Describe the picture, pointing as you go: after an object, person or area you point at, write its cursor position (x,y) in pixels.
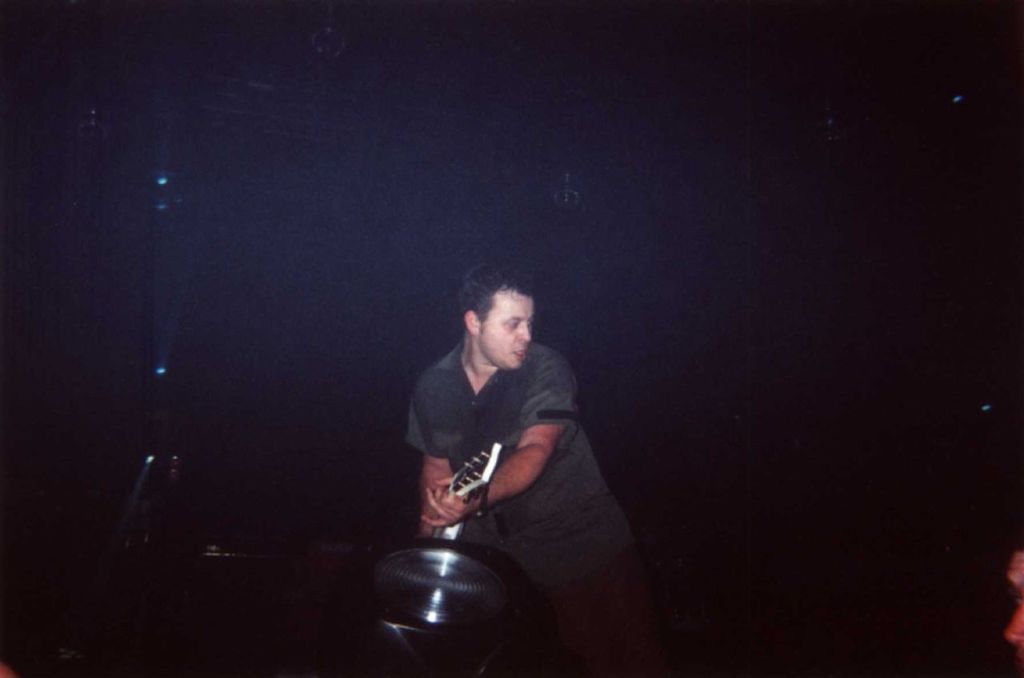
Here we can see a man (461,421) playing guitar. At the bottom (447,640) we can see a musical instrument (432,648). In the background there are lights (150,460). On the right (1022,573) at the bottom (1023,555) we can see a person face (1022,592).
